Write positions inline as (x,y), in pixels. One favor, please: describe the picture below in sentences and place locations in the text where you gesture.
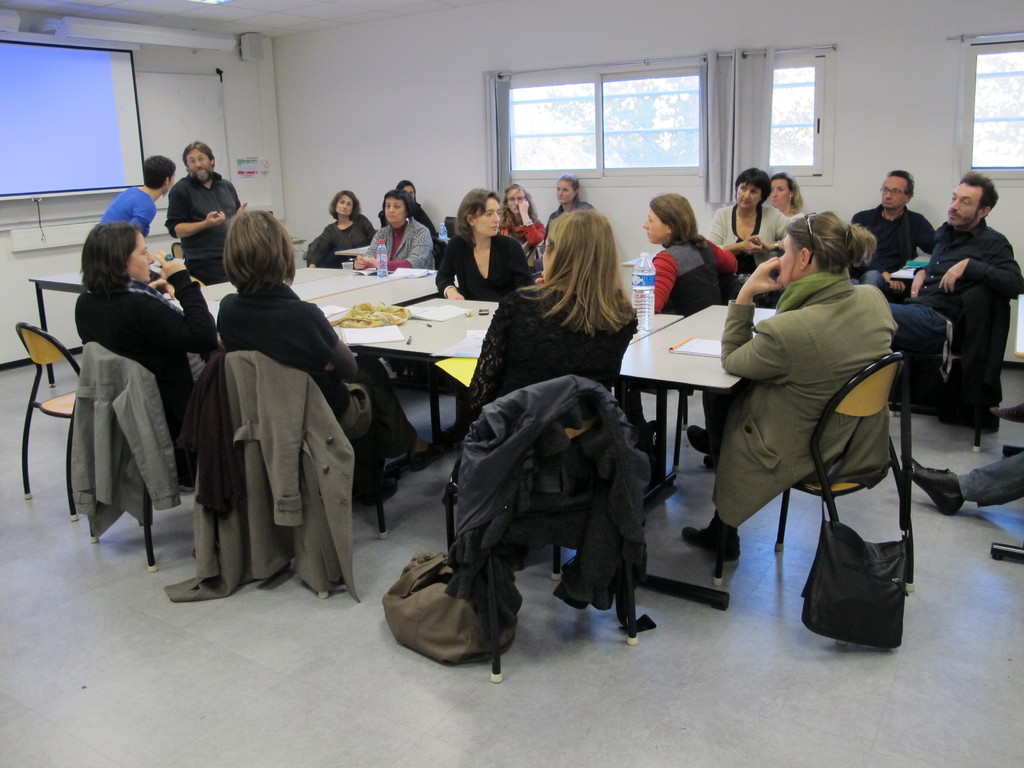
In this picture of group of people (806,225) sitting and discussing there and other two people (194,215) standing over here and there talking to each other.
